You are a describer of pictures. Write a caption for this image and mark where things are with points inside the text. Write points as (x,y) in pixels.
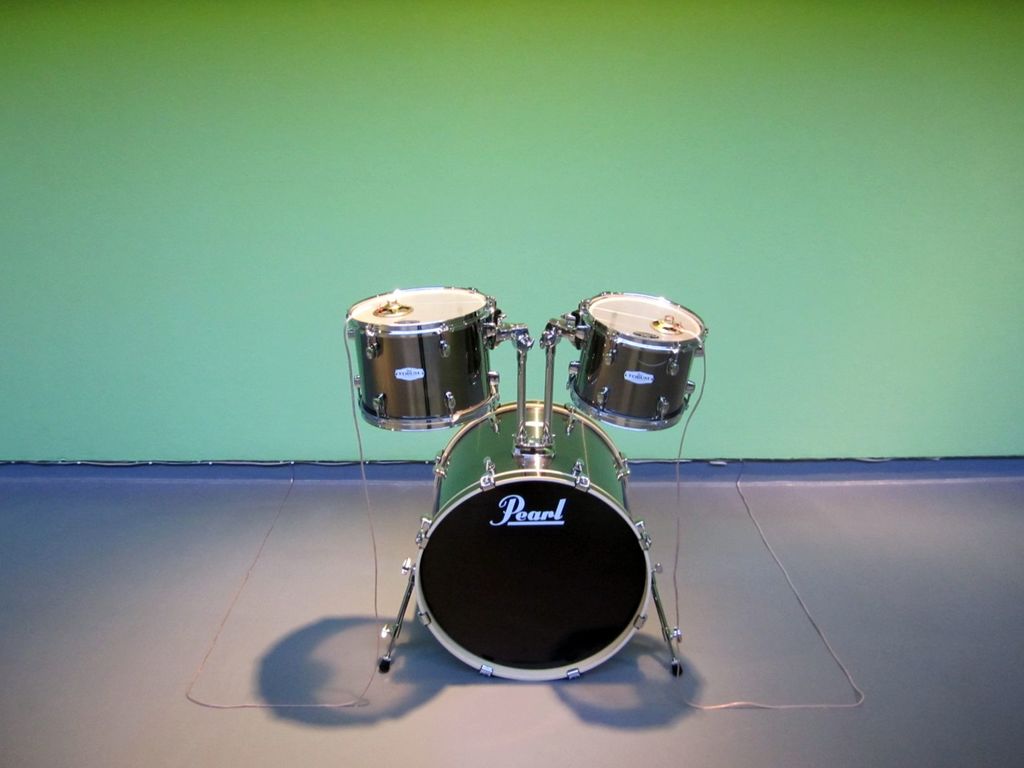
In this image I can see drums (511,584). The background (413,218) is green in color.
